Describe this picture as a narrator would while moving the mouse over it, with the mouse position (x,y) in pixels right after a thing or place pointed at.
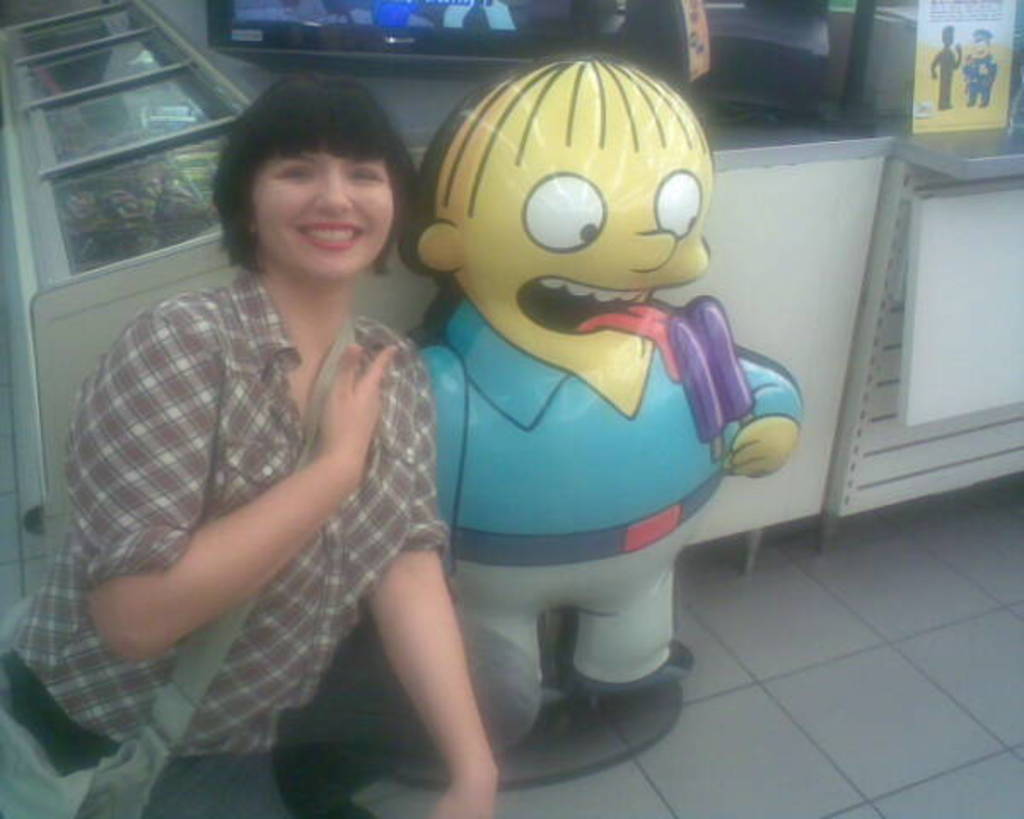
This is the woman (297,672) sitting in the squat position and smiling. She wore a shirt (184,452), trouser (221,754) and a bag (133,748). This looks like an inflatable balloon (572,441) of a boy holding an ice pop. These are the glass doors (121,137). I think this is a television (421,30). I can see the board (935,105), which is attached to the wooden board (986,192).
